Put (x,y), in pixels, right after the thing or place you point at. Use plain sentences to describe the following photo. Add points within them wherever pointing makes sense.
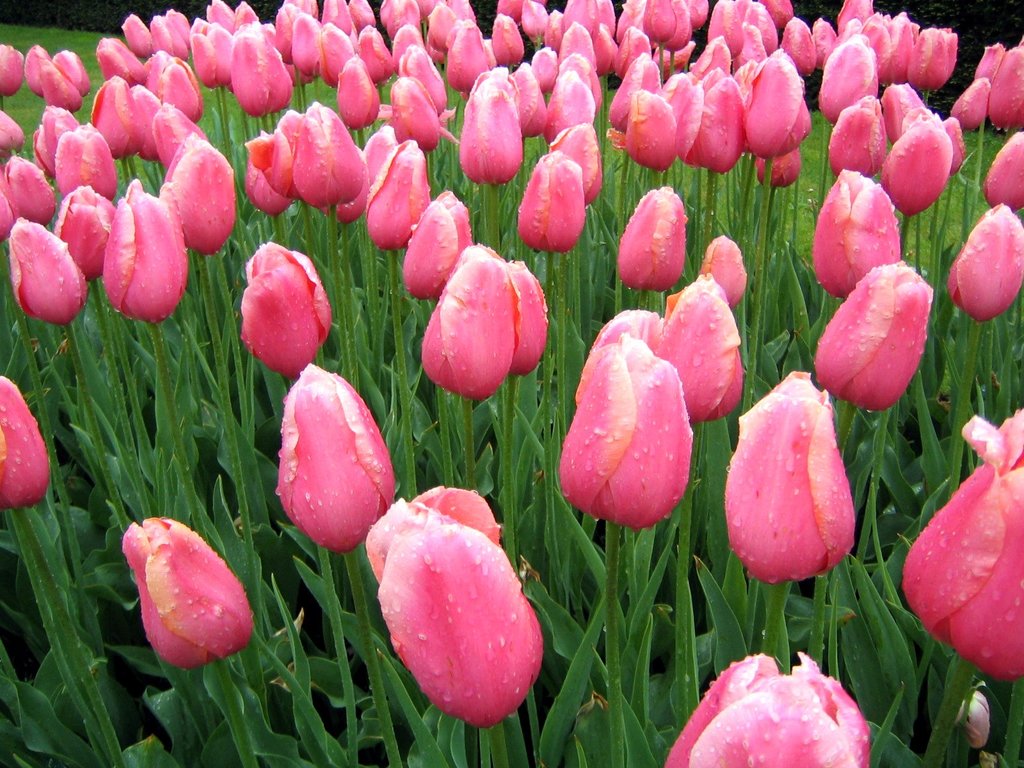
In this image we can see a group of plants (593,352) with flowers (583,445). We can also see some droplets of water (463,539) on the flowers (422,662).
